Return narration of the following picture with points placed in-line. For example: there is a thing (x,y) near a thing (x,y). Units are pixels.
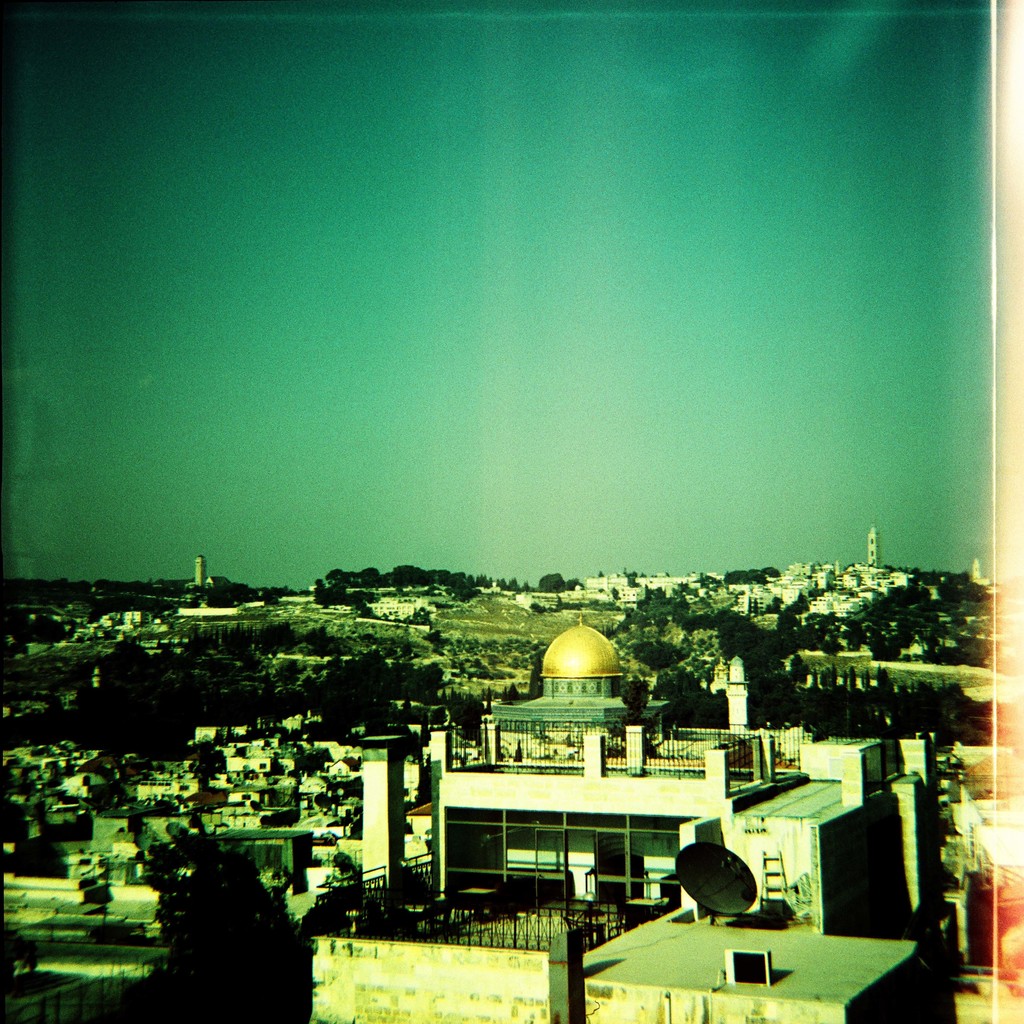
In this image at the bottom (408,856) there are some buildings (138,756), trees (325,675), houses (976,767) and at the top of the image (375,168) there is sky (817,345) and also i can see some towers (870,562) and poles (899,823).
